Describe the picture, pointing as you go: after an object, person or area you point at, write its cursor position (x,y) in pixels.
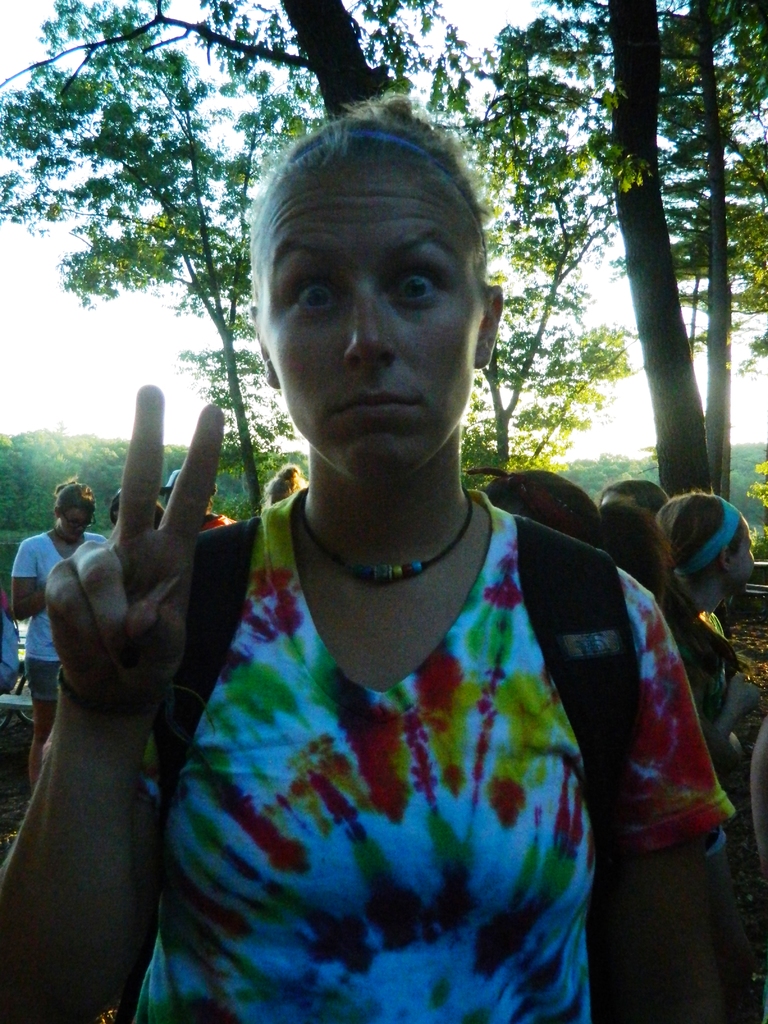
In this image I can see a lady (392,679) standing behind her there are so many people (38,759) and trees (508,348).
